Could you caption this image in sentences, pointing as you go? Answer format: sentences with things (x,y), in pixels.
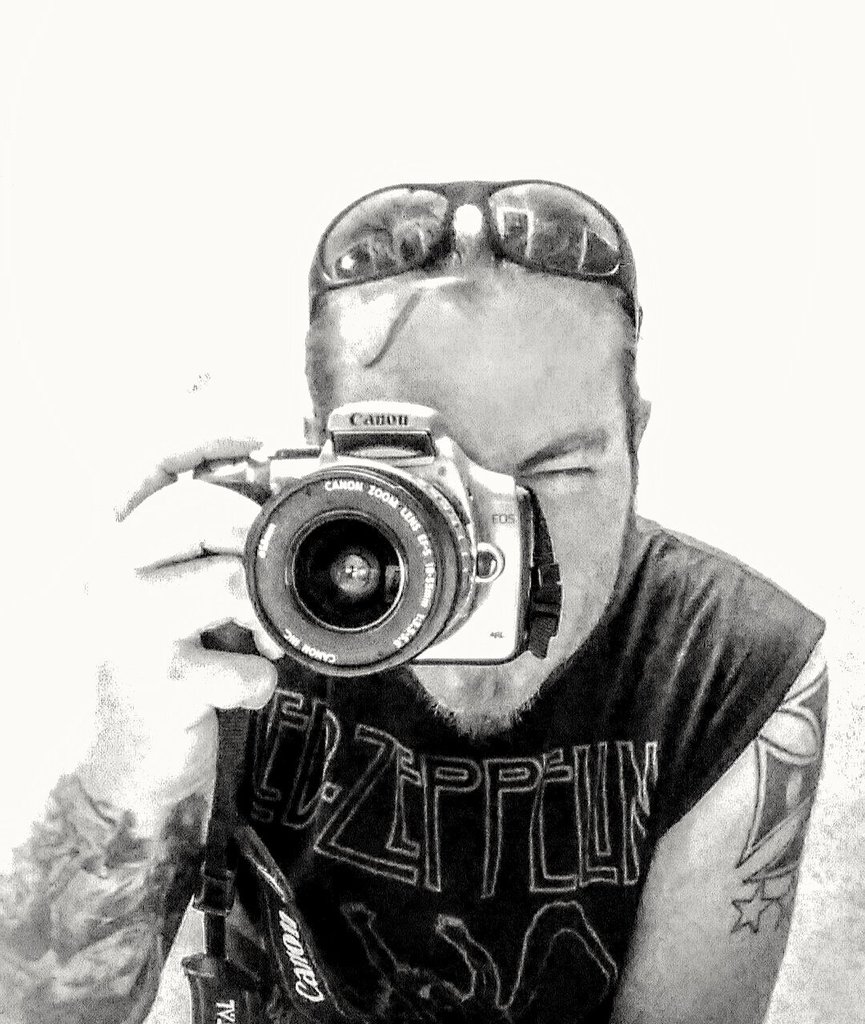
In this picture we can see man (316,761) wore goggles (532,216) holding camera (351,468) in his hand (250,514) and taking picture.
